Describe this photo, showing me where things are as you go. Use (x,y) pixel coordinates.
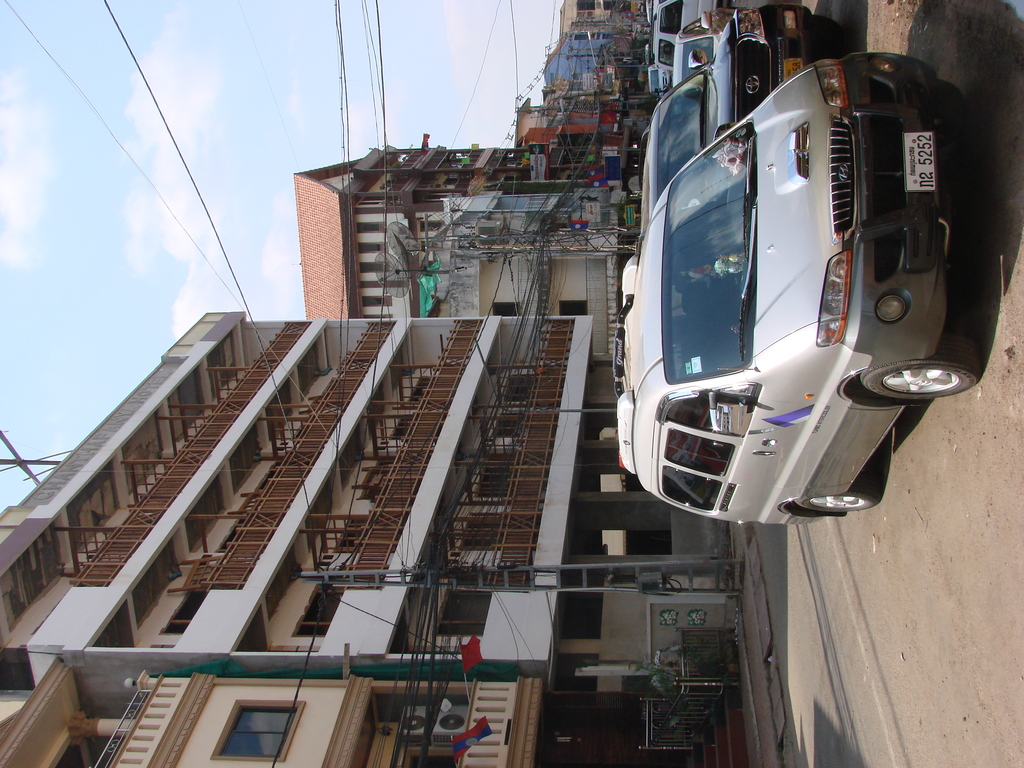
In the right bottom of the picture (838,663), we see the road (862,691). On the right side (801,268), we see cars (735,217) which are parked on the road (1017,511). On the left side (316,591), there are many buildings (564,468), electric poles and wires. In the background (372,168), there are buildings (588,281). In the left top of the picture (226,95), we see the sky (264,212) and the clouds (173,63). This picture is clicked in the city.
